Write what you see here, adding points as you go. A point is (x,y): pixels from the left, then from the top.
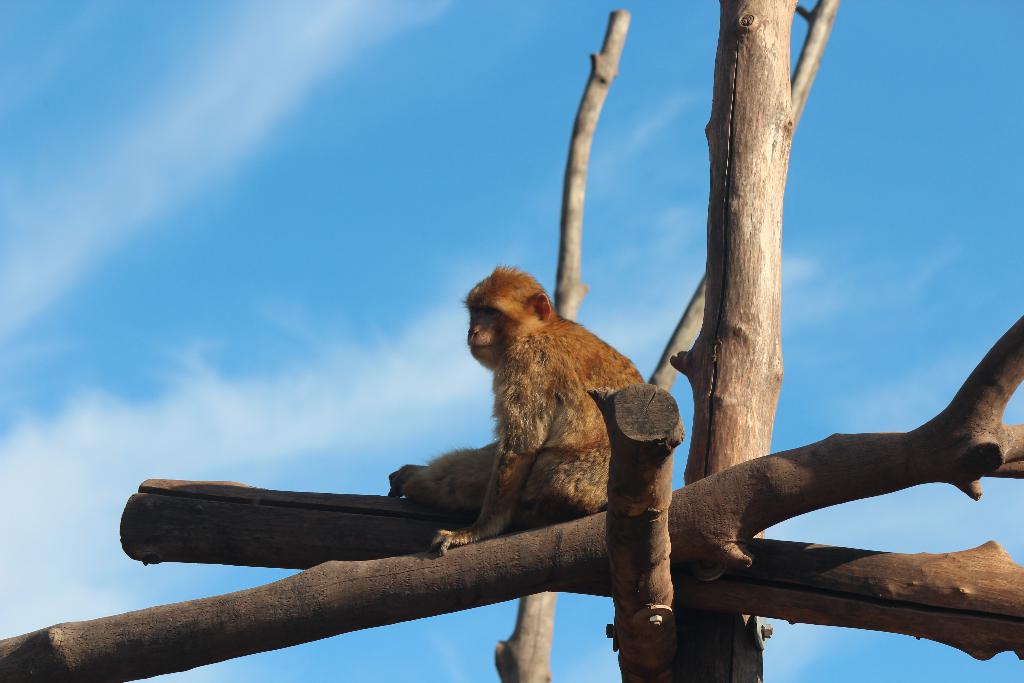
In the image in the center (616,411) there is a wood (508,550). On the wood (527,553), we can see one monkey (518,449). In the background (415,262) we can see the sky (425,267) and clouds (111,416).
